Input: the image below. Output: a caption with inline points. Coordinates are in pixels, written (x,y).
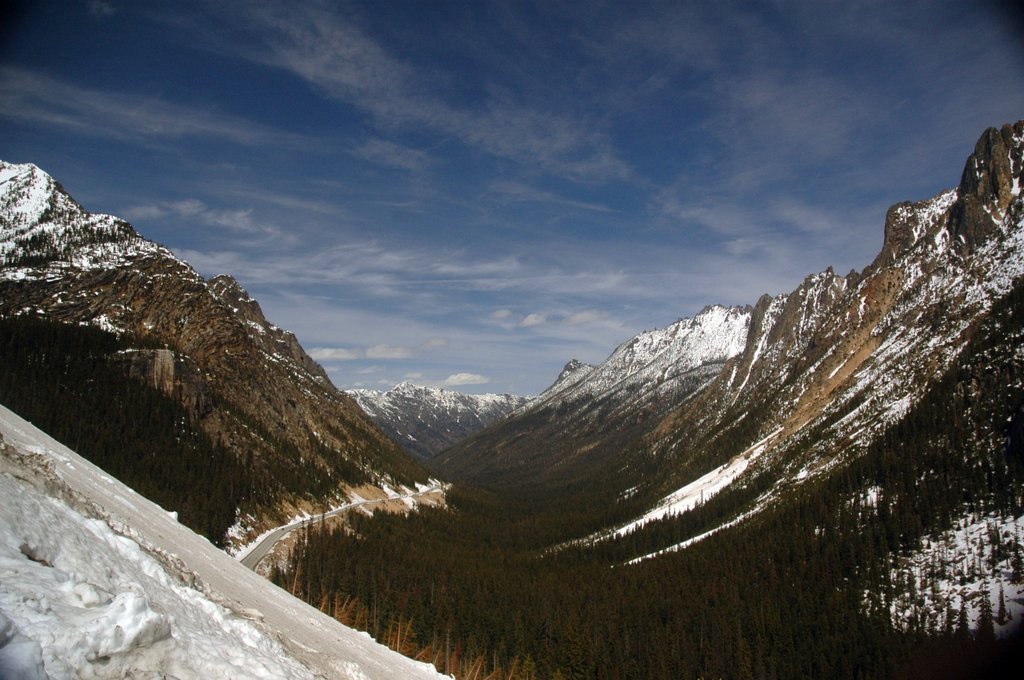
In the picture I can see the mountains (1008,172). I can see the snow (46,467) and trees (370,564) on the mountains (530,468). I can see the road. There are clouds (393,95) in the sky (517,89).
